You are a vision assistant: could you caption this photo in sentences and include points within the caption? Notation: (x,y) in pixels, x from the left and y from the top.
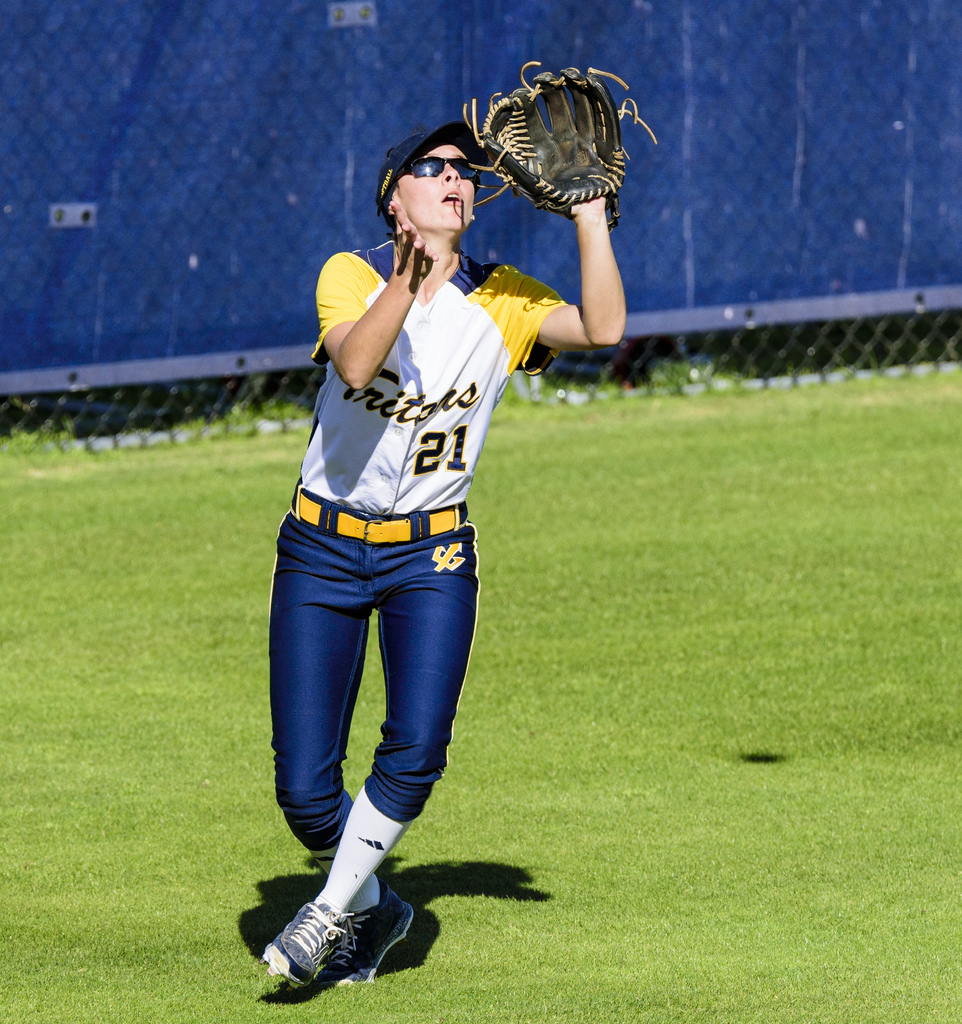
In the image I can see a person (404,579) who is wearing the gloves (527,112), spectacles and hat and behind there is a fencing (192,302).
